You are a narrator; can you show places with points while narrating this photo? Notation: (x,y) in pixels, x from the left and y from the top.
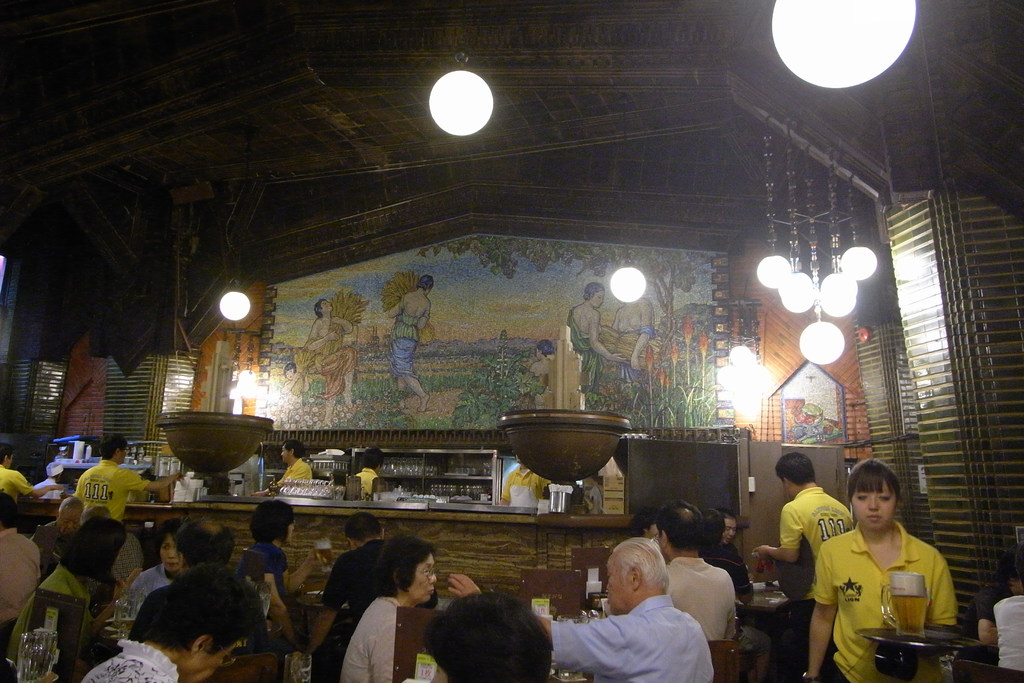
The picture is taken in a bar (211,396). At the bottom of the picture (412,600) there are people (204,629), tables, jars (42,667), glasses (882,599), waiters (906,549), tray (934,631), beer (907,613) and other objects (504,587). In the center of the picture (581,432) there are glasses (453,488), people (95,477), boards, bowl like objects (538,452) and other things (690,473). At the top (552,141) there are lights (849,287), painting (529,306) and ceiling (756,217).
